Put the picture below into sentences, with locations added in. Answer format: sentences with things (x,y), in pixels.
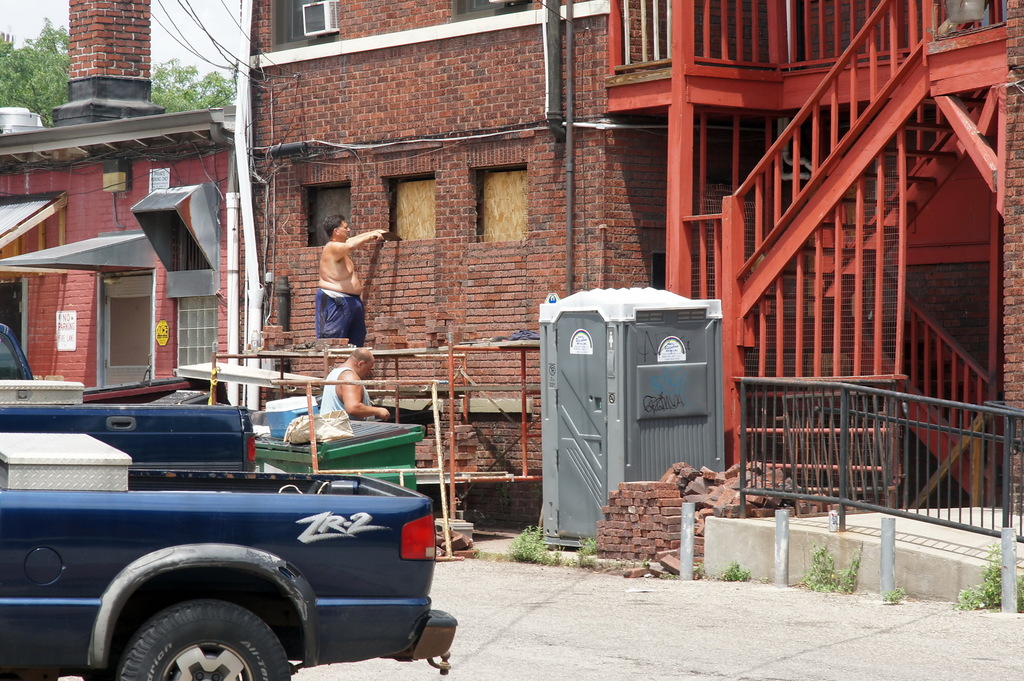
In this picture I can observe two men (347,275). One of them is working on the wall (422,312). On the left side (101,479) I can observe two vehicles (84,527) and a house (10,212). On the right side (735,165) I can observe red color stairs (738,244) and a building (697,211). In the background (177,90) there are trees (173,74) and a sky (166,38).
